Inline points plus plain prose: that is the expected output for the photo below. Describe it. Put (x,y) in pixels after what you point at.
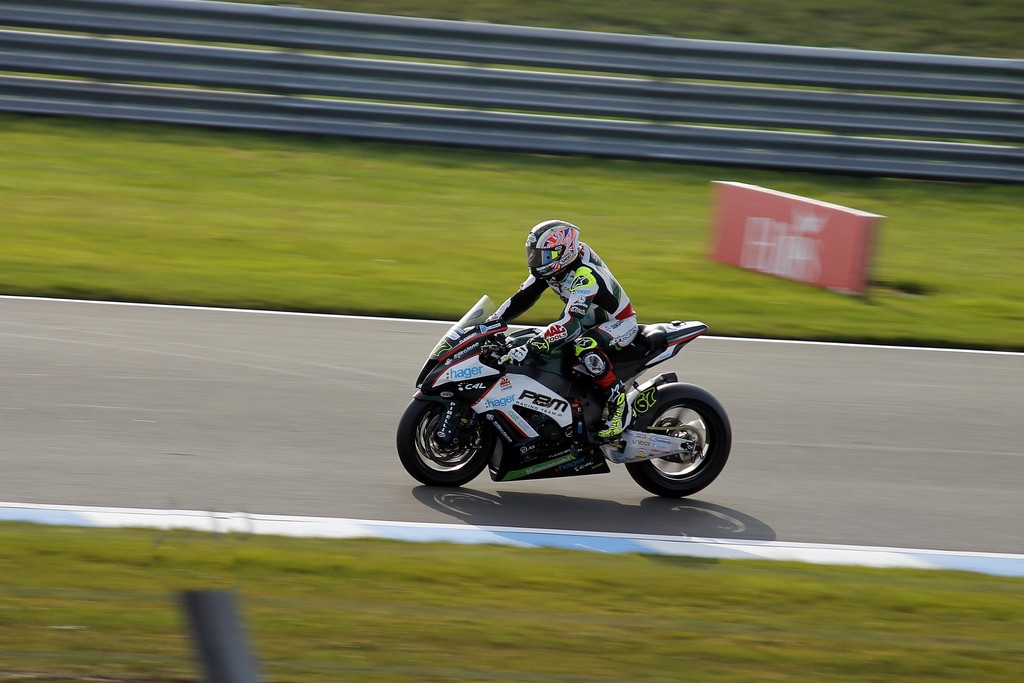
In this image I can see the person (620,415) riding the bike (566,383) and the bike (520,384) is in white and black color. Background (921,91) I can see the board (866,287) in red color and I can also see the fencing (530,96) and the grass (283,213) is in green color.
